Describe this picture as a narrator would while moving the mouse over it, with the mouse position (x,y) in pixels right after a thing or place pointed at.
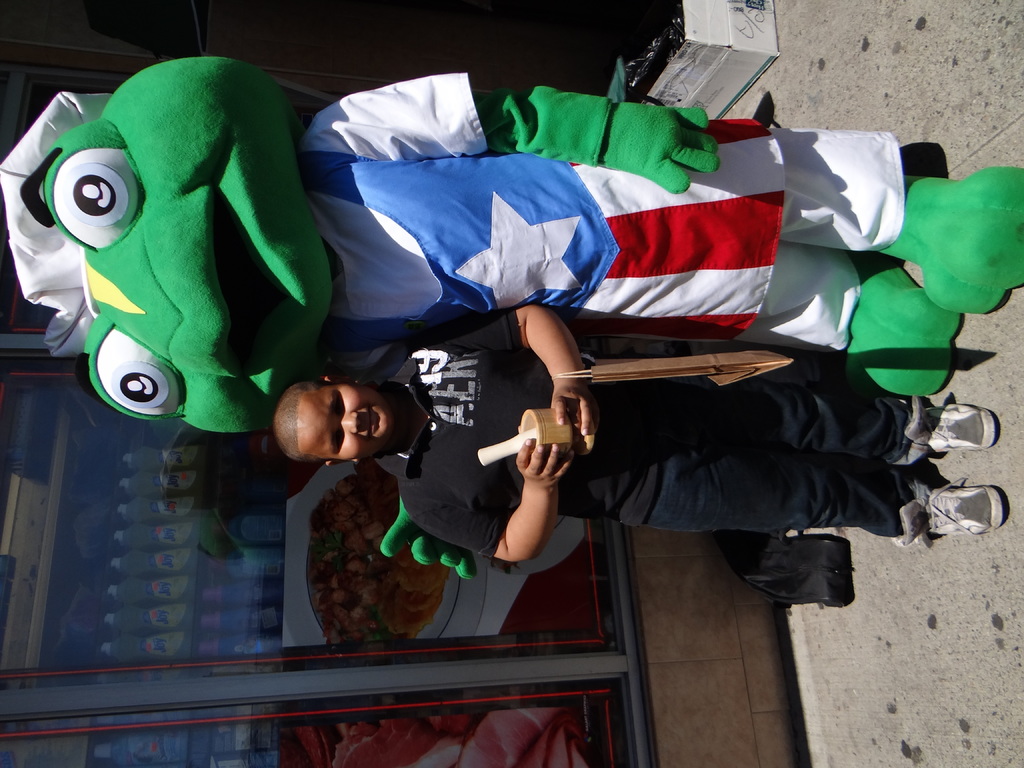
In this image I can see two people (436,404). One person (473,195) with the toy costume (449,231) and another person (506,496) is wearing the black color dress (604,447) and holding the bowl (551,429). In the back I can see the glass window (307,642) to the wall (290,9).
